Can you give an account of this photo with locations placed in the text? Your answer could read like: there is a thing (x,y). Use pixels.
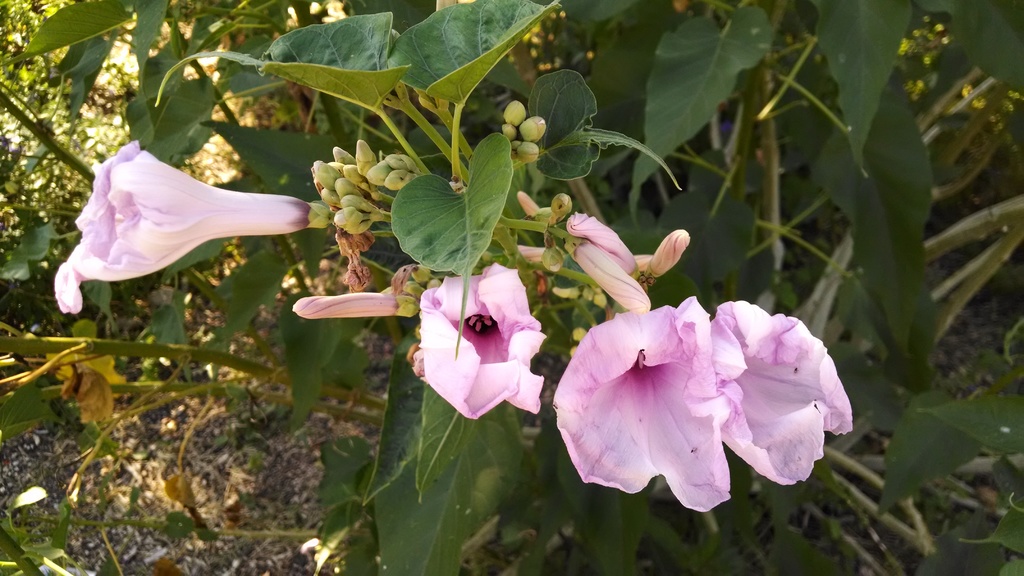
In this image I can see some flowers (449,321) and the plants (843,182).
